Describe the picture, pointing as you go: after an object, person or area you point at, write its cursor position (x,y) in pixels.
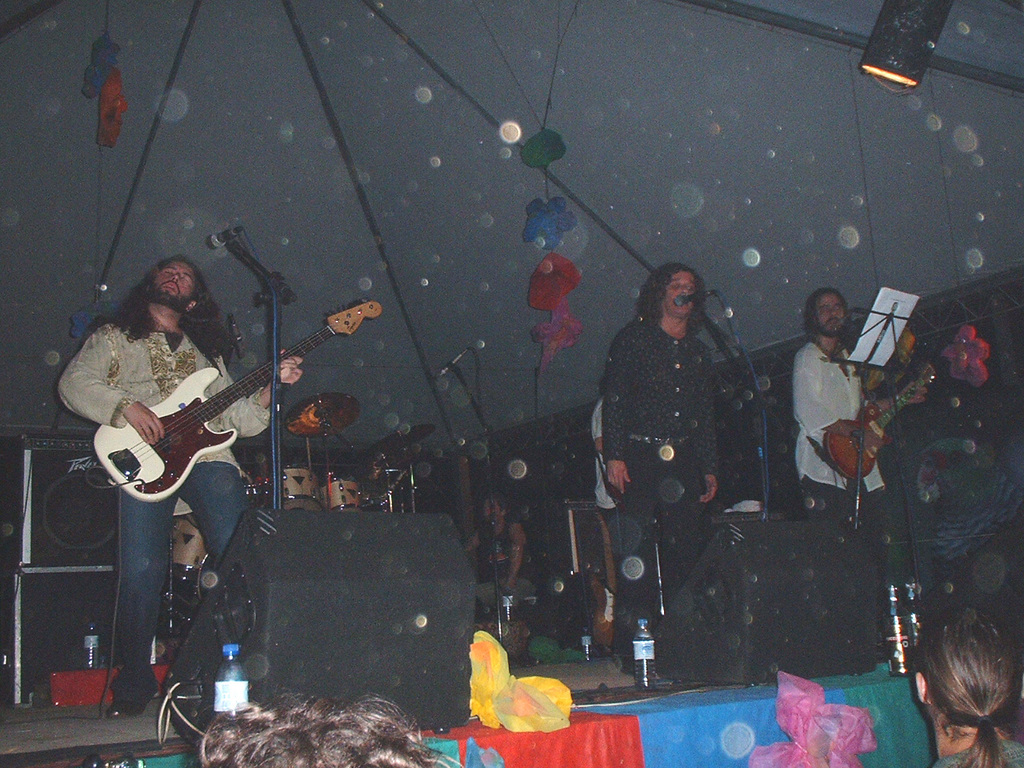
The picture is taken in a musical concert where a guy (191,355) is playing guitar (195,412) on the left side of the image (273,397) with mic (277,471) in front of him. A black shirt guy (666,372) is singing in the center of the image (669,373). There are black boxes (718,617) on the floor (580,683). In the background (322,142) there is a white curtain (294,142) and designed labels (554,137). There is also a lamp (895,71) focusing on these musicians (180,335).
